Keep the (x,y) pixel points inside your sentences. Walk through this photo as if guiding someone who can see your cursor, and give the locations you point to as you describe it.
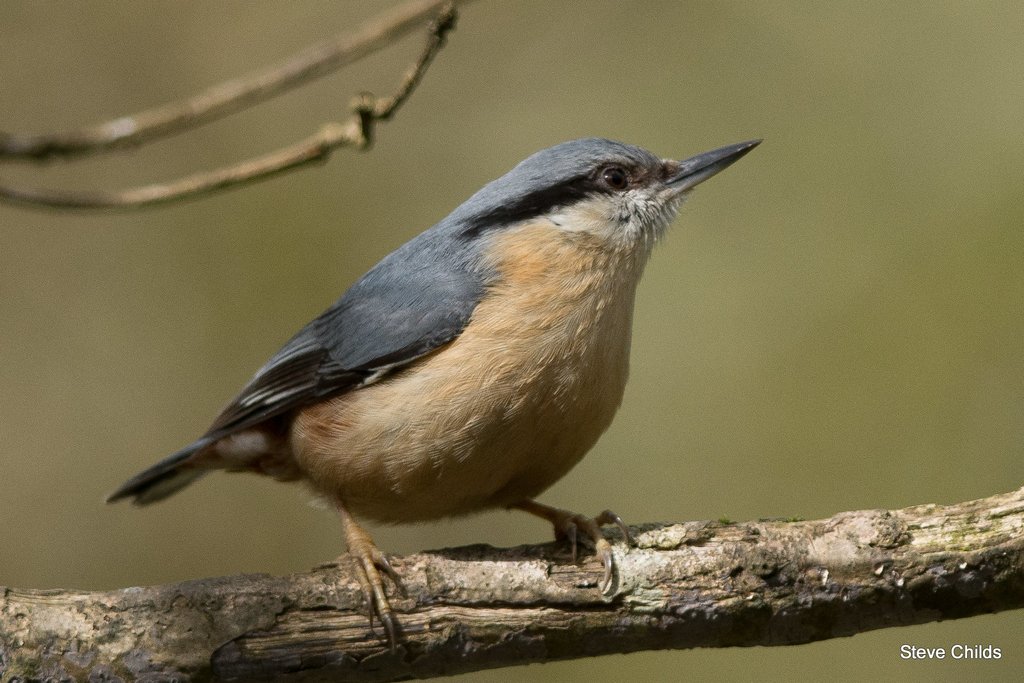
There is a bird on a stem (869,561). In the right bottom corner (929,646) there is a watermark (939,645).
